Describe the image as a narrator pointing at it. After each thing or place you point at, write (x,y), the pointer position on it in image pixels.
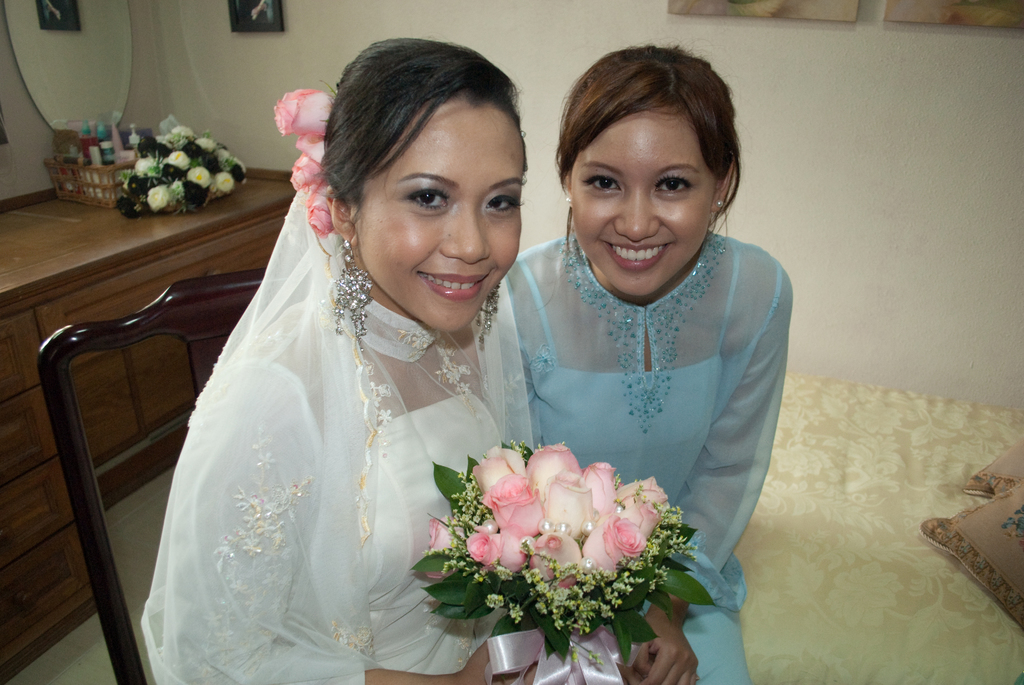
In this image I can see two women (383,378) are smiling and giving pose for the picture. The woman (319,444) who is on the left side (323,550) is holding a flower bouquet (570,542) in the hand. In the background (147,250) there is a table (147,250) on which few objects (124,169) are placed. In the background (459,31) there is a wall (372,23).
